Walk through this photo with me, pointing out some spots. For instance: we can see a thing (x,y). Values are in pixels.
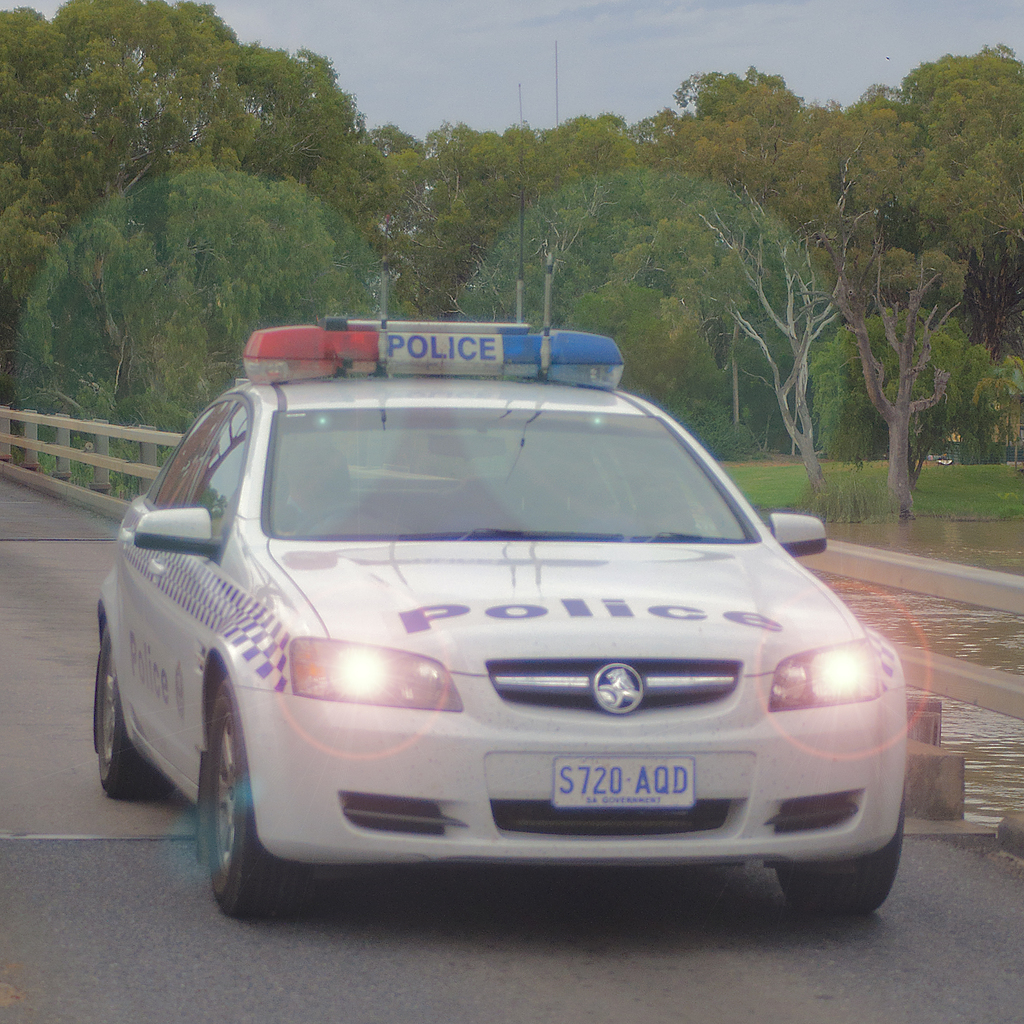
In this image I can see a road (54,540) in the front (26,969) and on it I can see a white colour police car (479,403). On the right side (846,581) I can see railing (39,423) and the water (912,552). In the background (933,408) I can see grass ground (948,494), number of trees (752,258), few black colour things (557,93) and the sky (578,52).
